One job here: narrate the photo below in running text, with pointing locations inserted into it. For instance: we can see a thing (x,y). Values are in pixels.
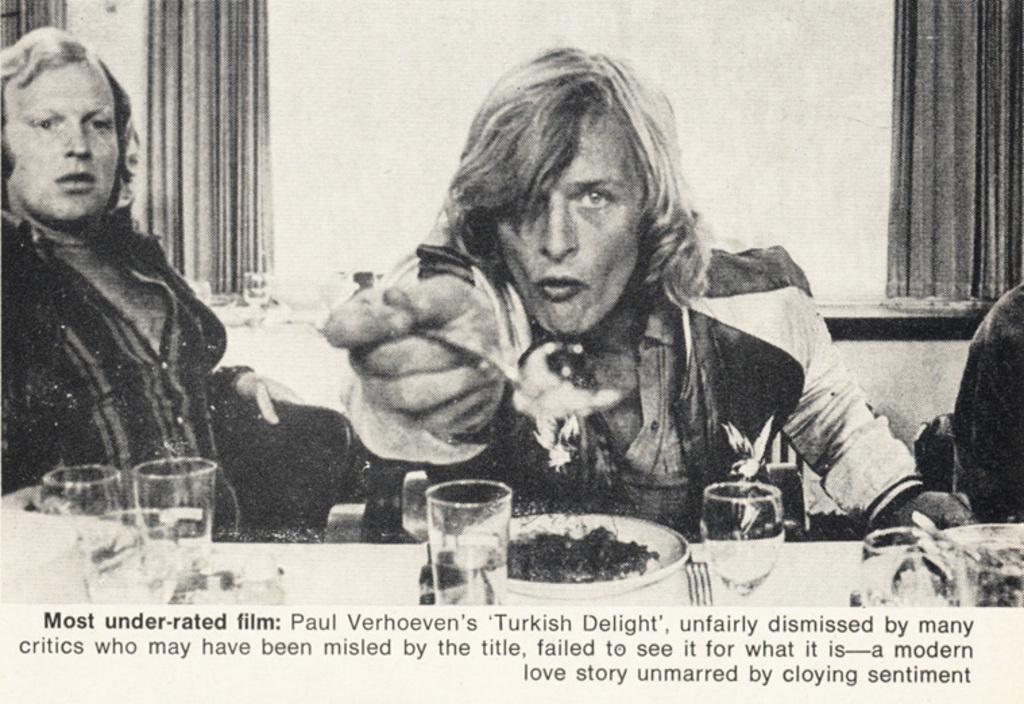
Here we can see picture of newspaper (518,320), in this newspaper (622,392) we can find few glasses (461,573), plates (633,537) and few people (104,308).
